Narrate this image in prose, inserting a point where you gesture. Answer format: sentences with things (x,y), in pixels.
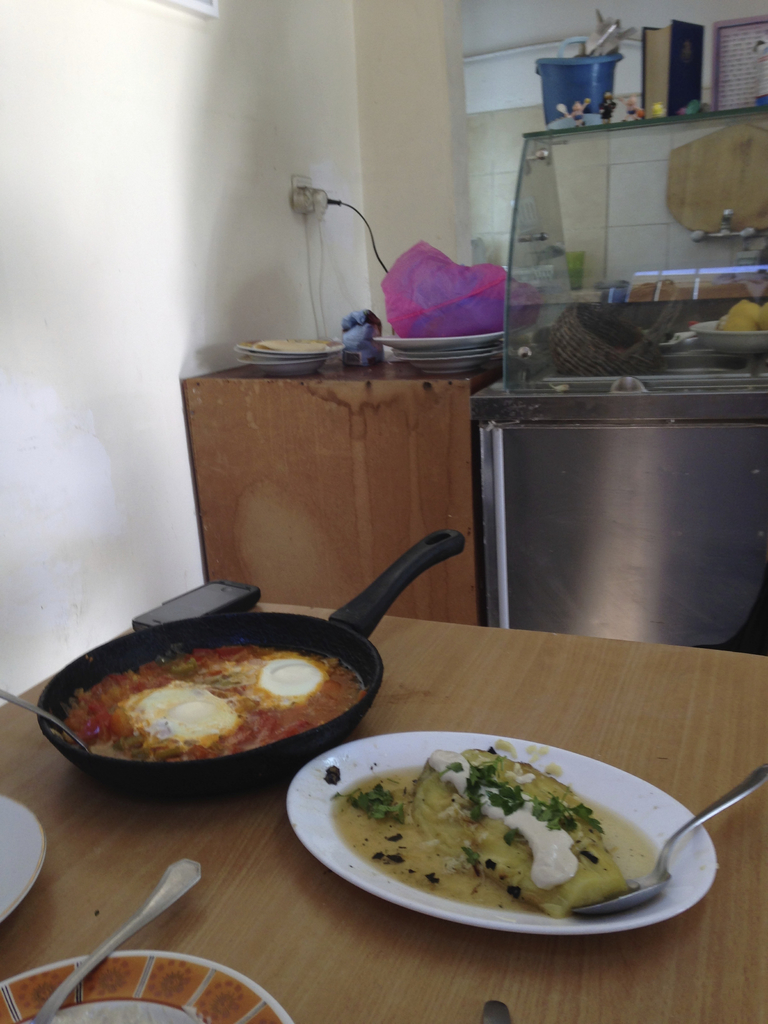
In this image there is a table (318,989), on the table (137,818) there are some plates (330,851), pan (221,732), on which there are some spoons (51,1009), food item (221,732), at the top (67,210) there is the wall (268,210), on which there is a switch board (303,178), cable wires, in front of the wall (383,276) there is a table (402,376), on which there are plates (453,347), cover (432,276), beside it may there is a storage table (760,364), in which there are some objects (751,339), at the top (626,119) there is a bowl (585,74), some other objects (640,110) visible.
